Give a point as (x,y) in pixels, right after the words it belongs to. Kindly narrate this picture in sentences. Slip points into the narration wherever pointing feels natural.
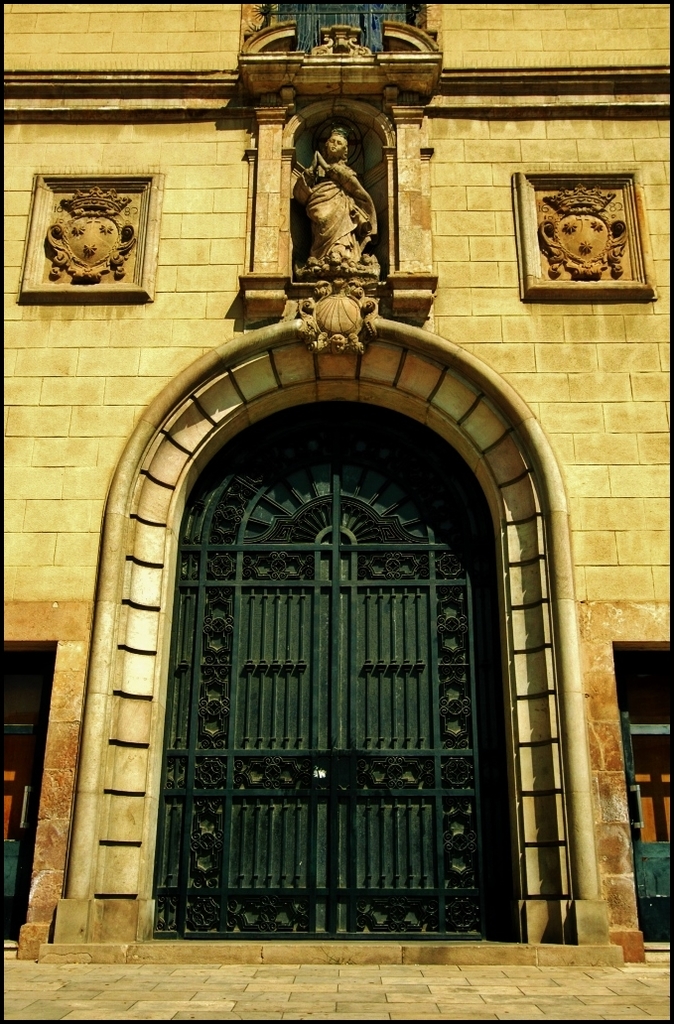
In the foreground of this image (296,1000), there is a side path (265,992) and in the background (336,782), there is a gate (423,685), an arch (174,475), few sculptures (346,188) on the wall (502,65) of a building (497,65).
